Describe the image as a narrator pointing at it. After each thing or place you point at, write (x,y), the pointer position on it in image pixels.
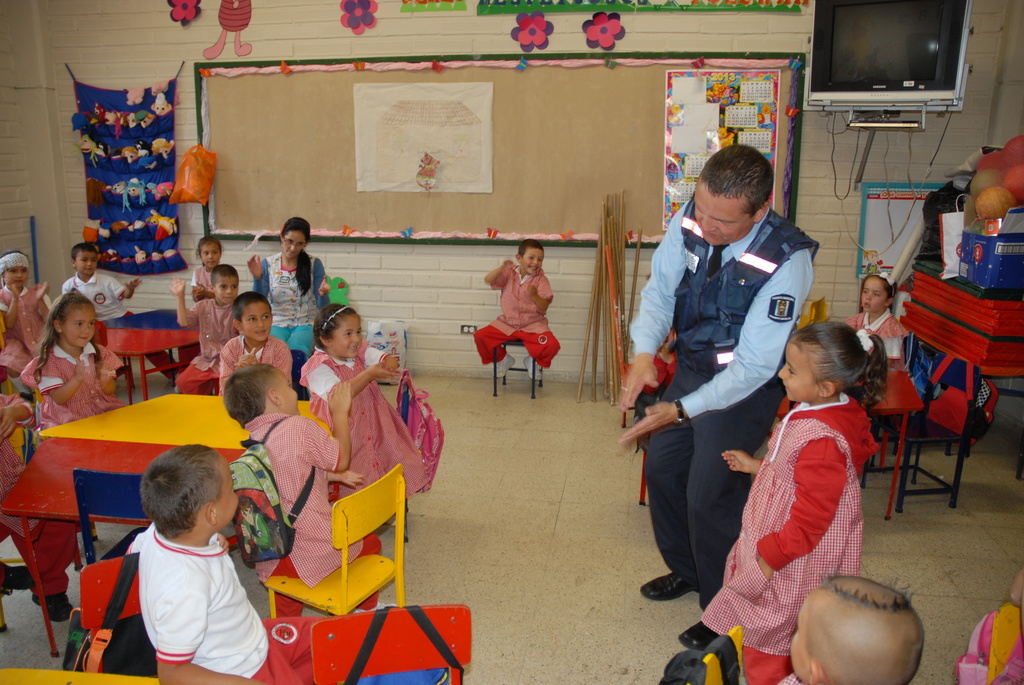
This is the picture of a room (641,200). In this image there are group of people (20,325) sitting and there is a man (680,446) standing and there is a girl (796,542) standing. There are tables (33,579) and chairs (396,668). On the right side of the image (941,270) there are bags (966,393) on the table (897,438). At the back (570,128) there is a board (526,130) and there are toys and there is a television (888,90) on the wall (983,96) and there are handcrafts (527,39) on the wall (83,2). At the bottom (563,623) there is a floor (600,531).
